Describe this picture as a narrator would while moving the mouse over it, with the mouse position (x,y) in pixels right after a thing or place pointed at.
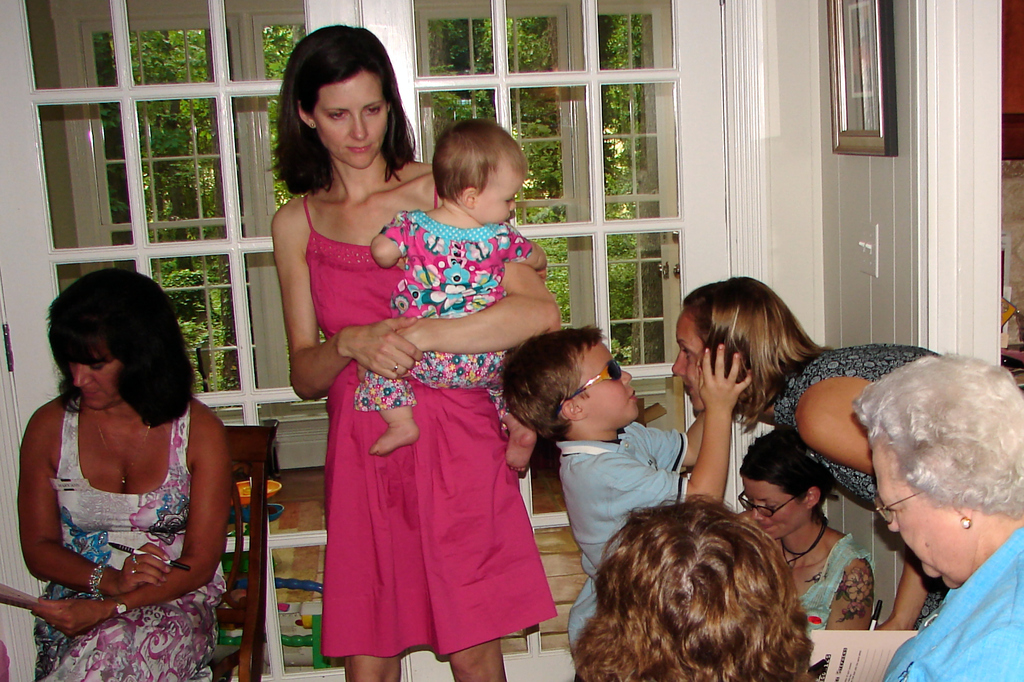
This woman (478,495) is carrying a baby (379,454). Here we can see people (464,417). Through this glass windows (180,198) we can see trees (172,69). Picture (839,124) is on the wall (890,210). This woman (125,501) is sitting on a chair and holding a pen (129,550).
